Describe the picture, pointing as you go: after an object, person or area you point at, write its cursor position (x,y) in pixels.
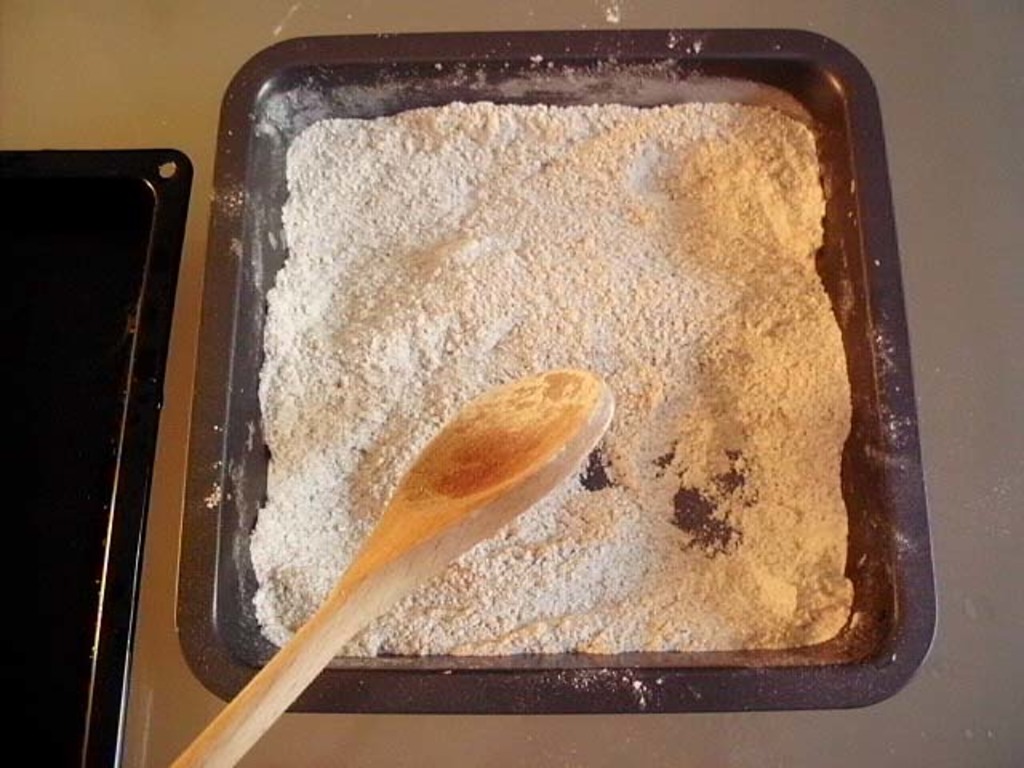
There is a bowl (306,97) with some powder (449,221) on a surface (723,757). Also there is a wooden spoon (381,549) on that.
